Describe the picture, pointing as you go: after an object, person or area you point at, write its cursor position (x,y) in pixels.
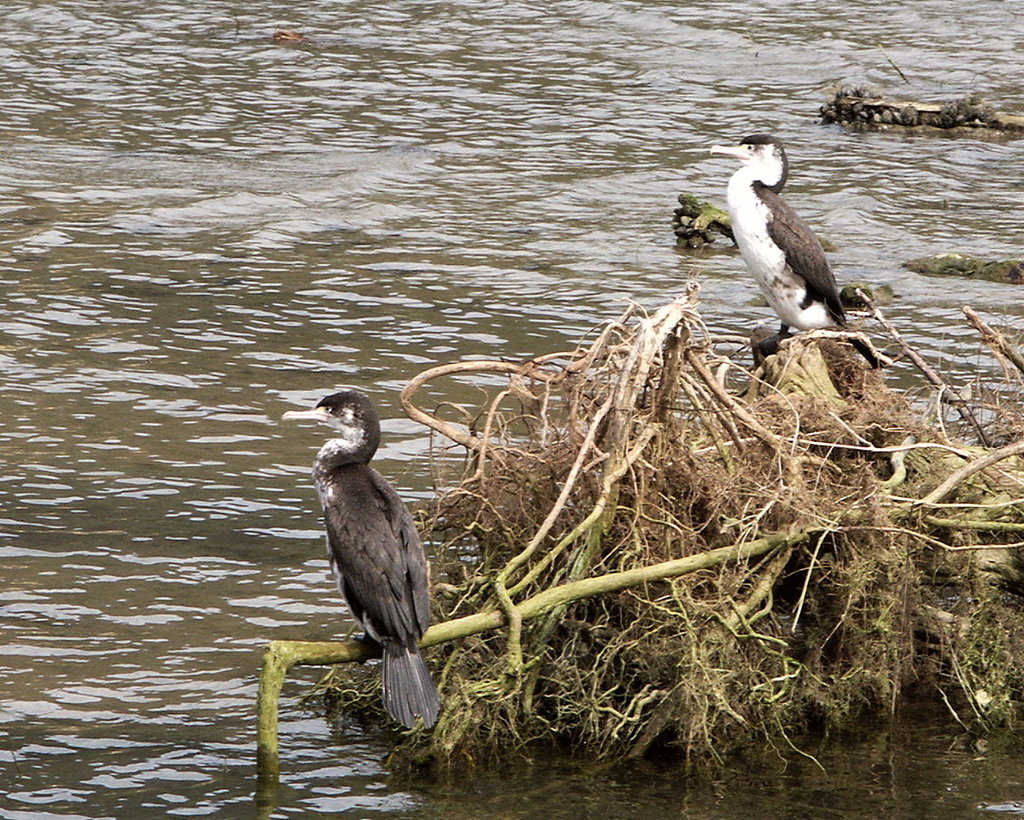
In this image I can see two birds (749,182) are sitting on the branch (520,502) of a plant (693,523). The background (182,11) is covered with water (505,224). This image is taken may be near the lake (497,206).
